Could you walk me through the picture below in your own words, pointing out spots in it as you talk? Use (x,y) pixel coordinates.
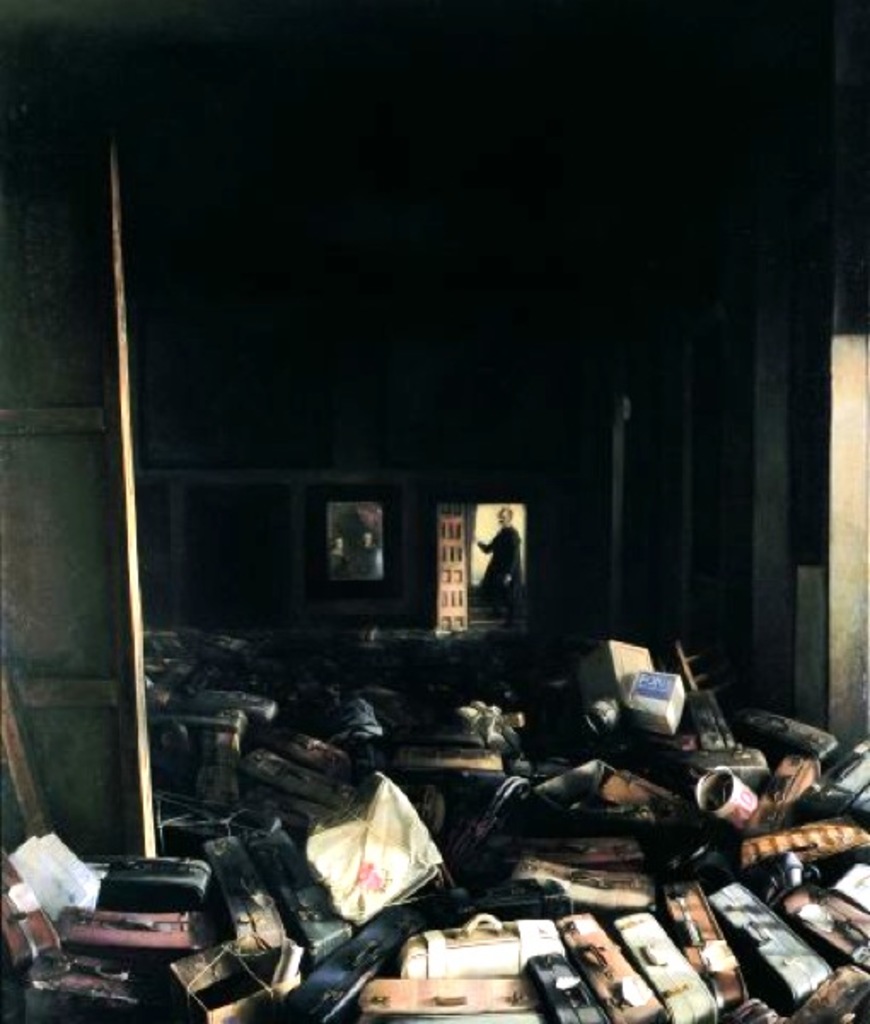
In this image I can see suitcases (268,865), cartons (213,982) and other objects (696,826) in a room (685,692) I can see the door (110,648) on the left hand side of the image (107,638). I can see another door (460,611) in the center of the image (480,564) and a person (491,550) standing. I can see a wall painting (357,558) in the center (359,564) just beside the door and the background (674,163) is dark.
